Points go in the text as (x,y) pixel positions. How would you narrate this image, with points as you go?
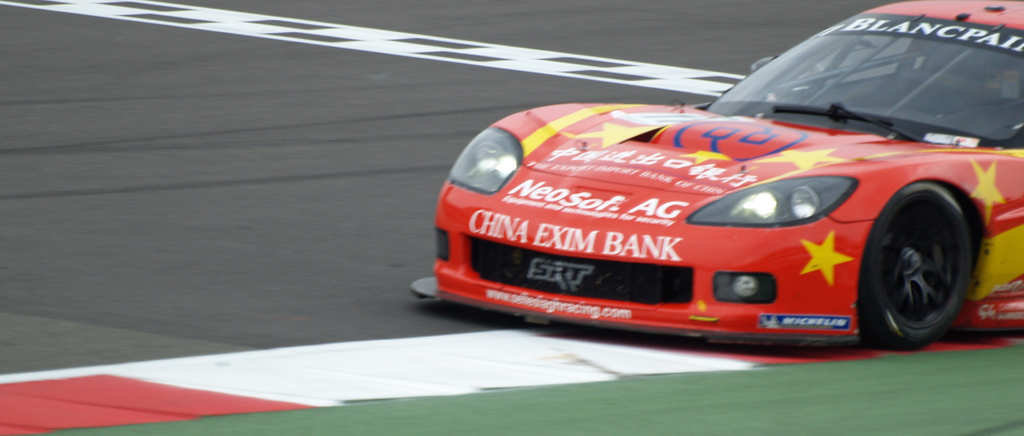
In the foreground of the image (480,139) there is a car (1014,301). At the bottom of the image (293,308) there is road (196,156).
